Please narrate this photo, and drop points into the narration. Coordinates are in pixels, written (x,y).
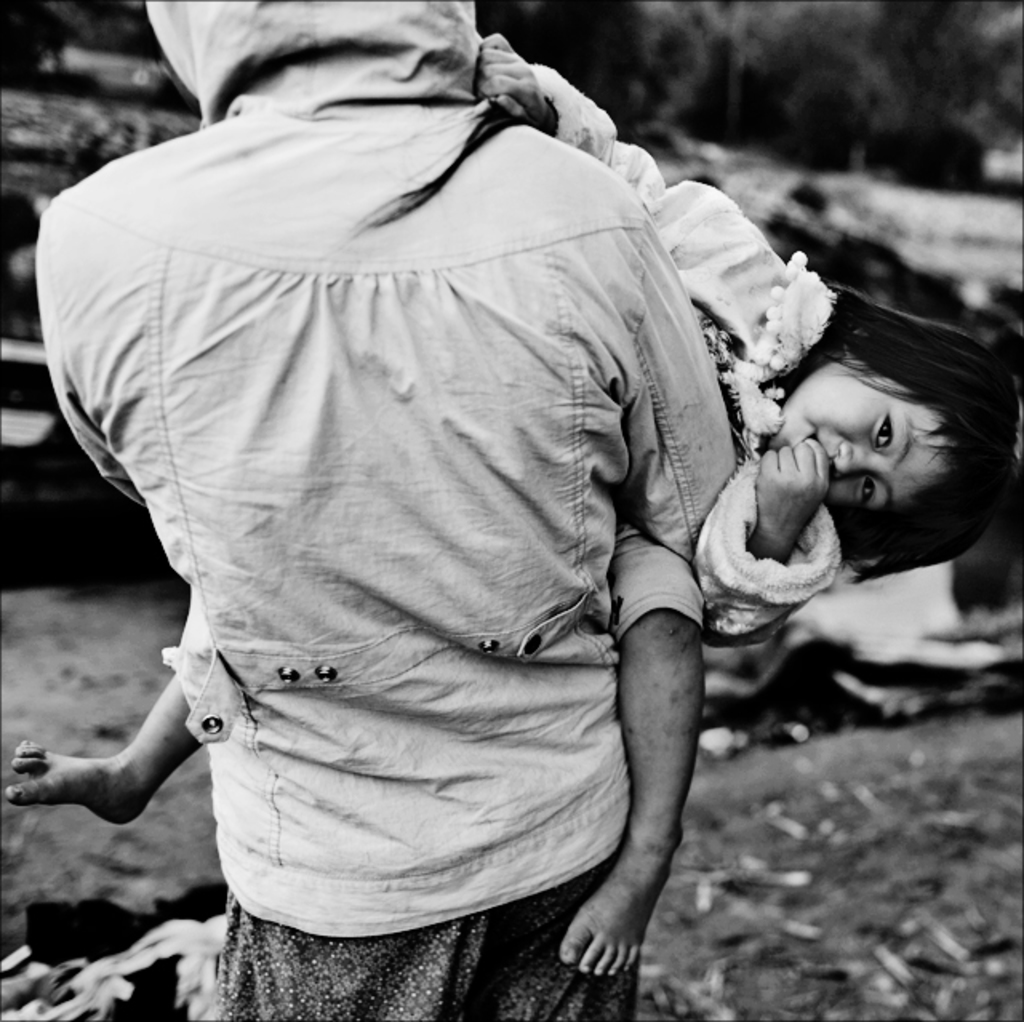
This is a black and white image. In this image we can see a person (470,452) holding a child (794,358). In the background (122,17) it is blur.
